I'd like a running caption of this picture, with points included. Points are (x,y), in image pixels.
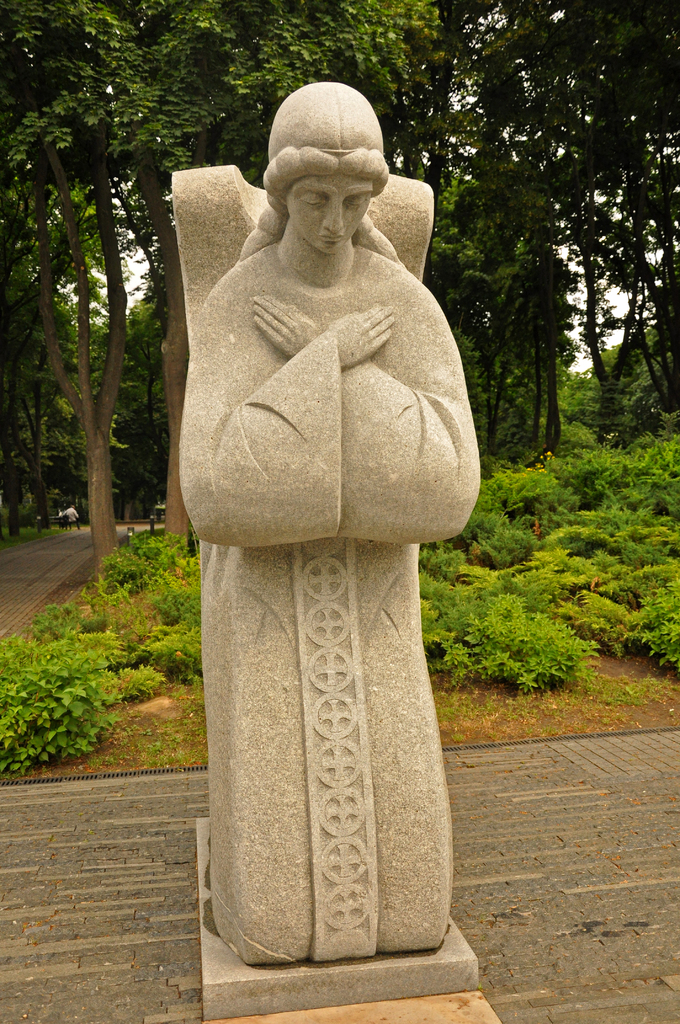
In this image I can see statue (317,590) of the women (346,437). To the back of the statue (258,456) I can see many plants (160,568) and trees (92,268). I can also see the white sky (561,256) in the back (561,256).
